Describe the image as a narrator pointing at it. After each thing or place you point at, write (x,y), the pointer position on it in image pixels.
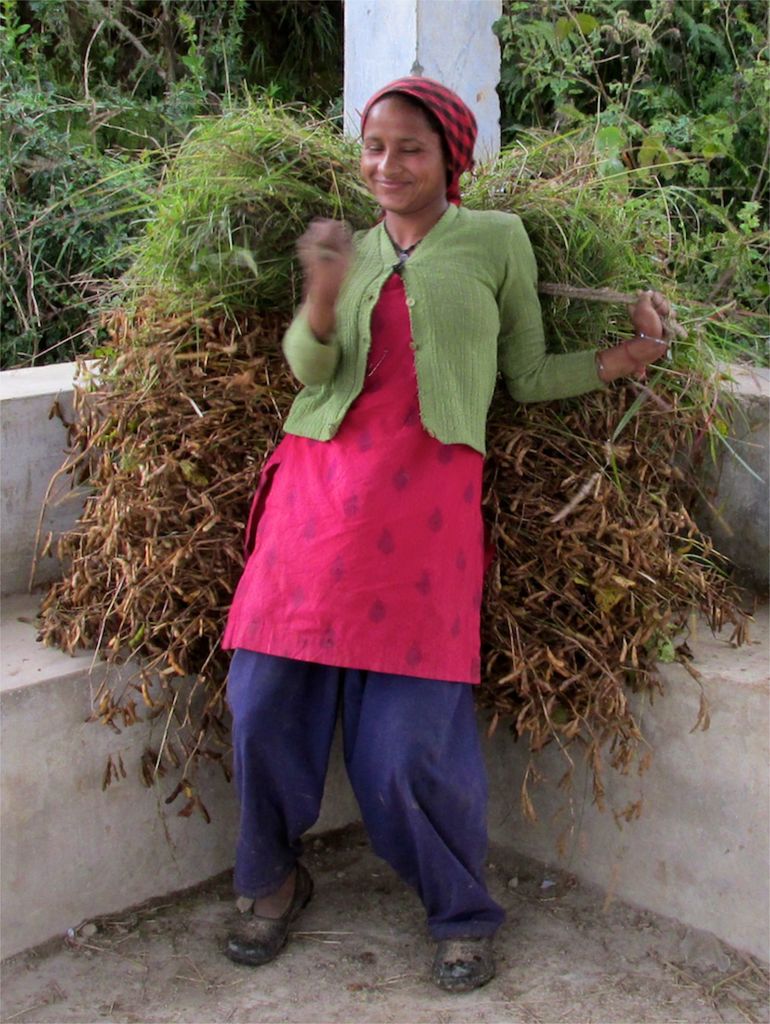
In this image in the center (310,475) there is one woman (308,559) standing, and in the background (282,130) there are some plants (0,97), grass (241,288), pillar (377,16), wall (48,575). And at the bottom (275,959) there is floor (408,961) and some dry leaves (728,978).
